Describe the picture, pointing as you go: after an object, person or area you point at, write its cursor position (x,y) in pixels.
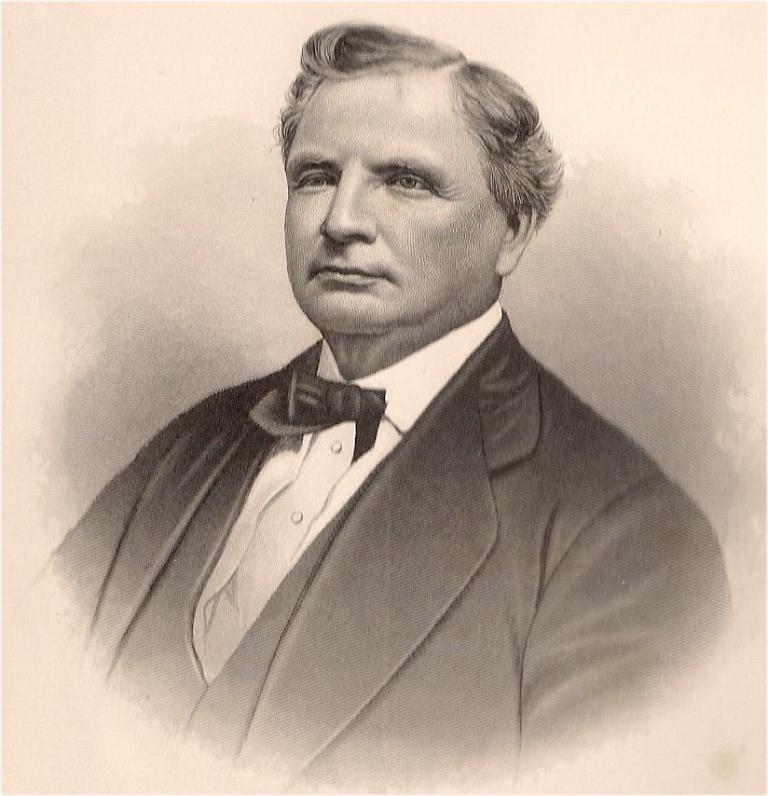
In this image I can see a drawing (355,472) of a person (423,559) who is wearing suit (411,605).
